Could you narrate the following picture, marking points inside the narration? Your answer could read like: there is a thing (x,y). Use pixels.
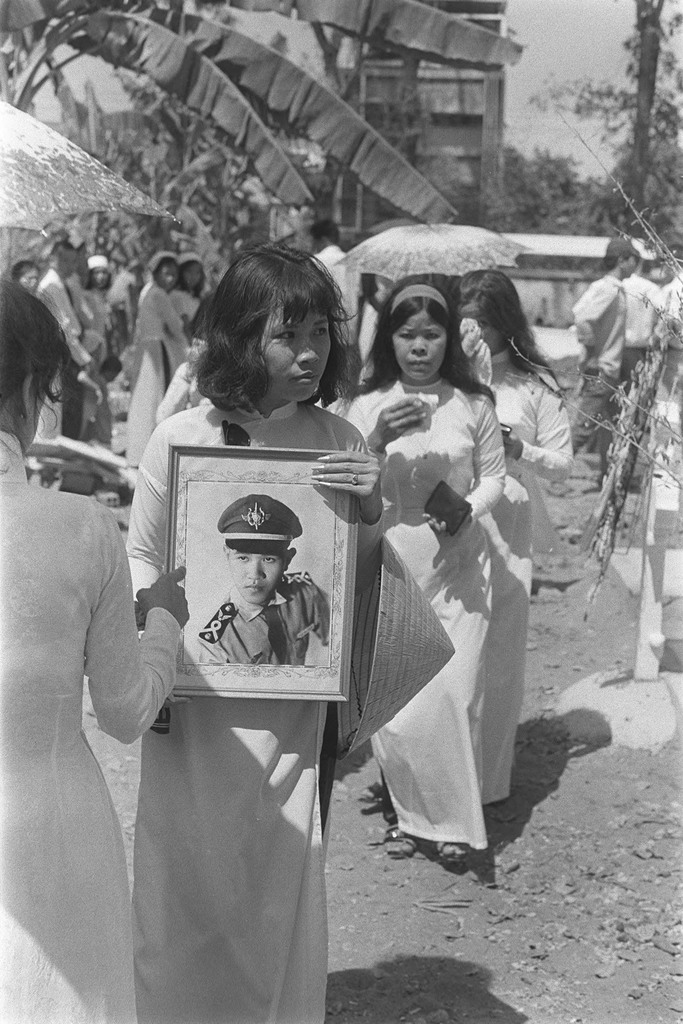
In the middle of the image (315,435) we can see women (278,840) walking on the ground (451,891) and one of them is holding a photograph (296,660) in her hands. In the background (309,104) we can see trees (344,129), sky (547,81), umbrella (27,180) and building (447,118).
